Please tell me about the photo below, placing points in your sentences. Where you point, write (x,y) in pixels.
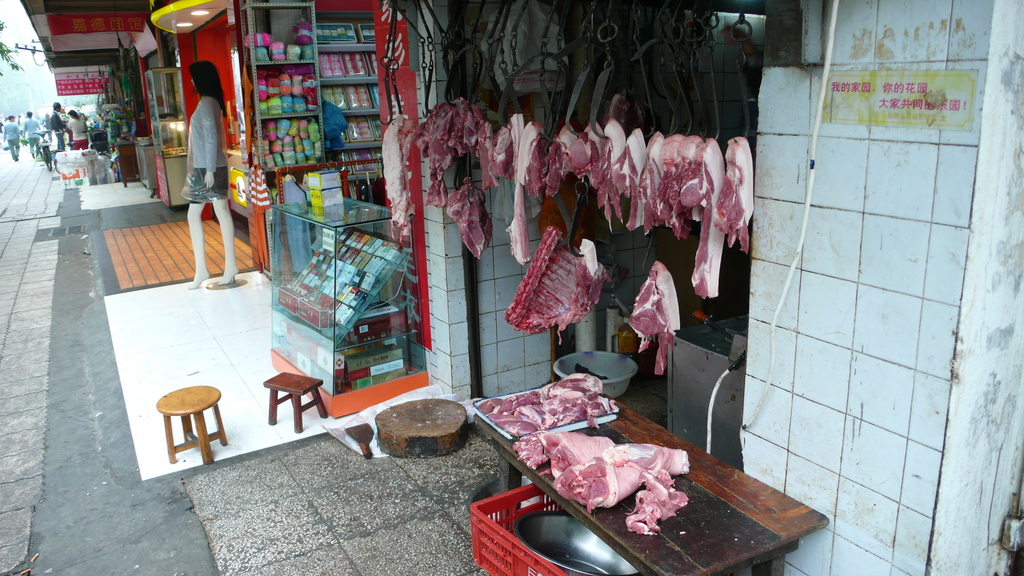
In this picture I can observe meat store (546,255) on the right side (686,316). I can observe some other stores (322,159) in the middle of the picture (344,236). There is a mannequin (208,184) on the left side (190,196).
